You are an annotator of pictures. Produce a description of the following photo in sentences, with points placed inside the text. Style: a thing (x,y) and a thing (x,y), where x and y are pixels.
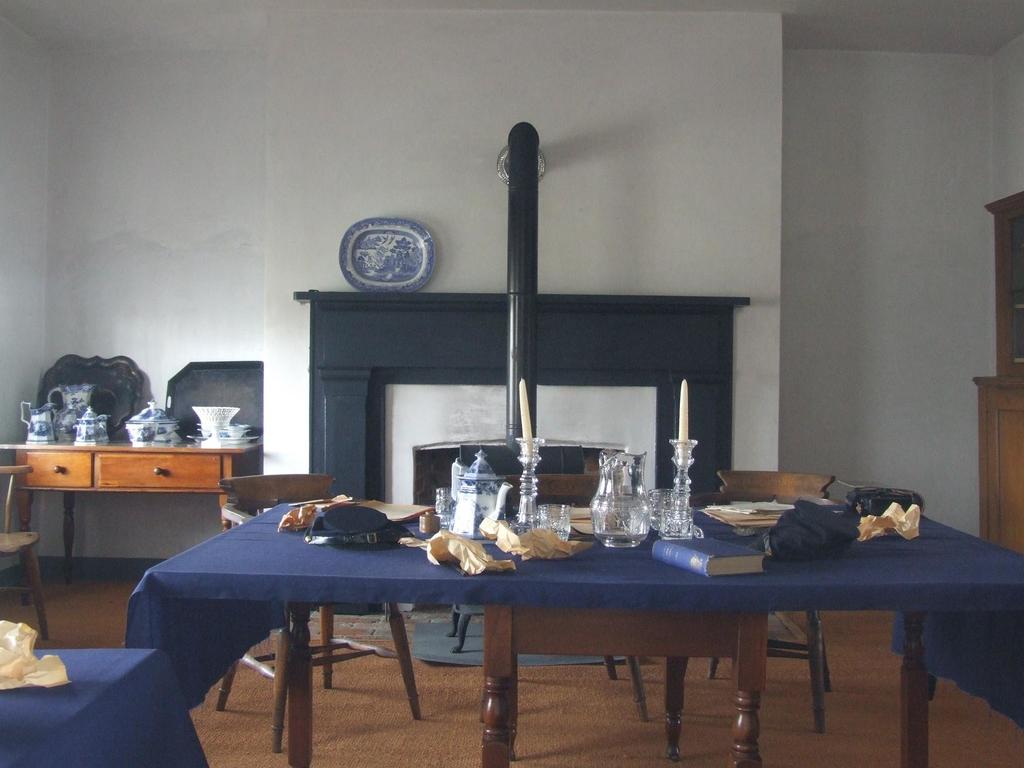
This is an inside view of a room (624,367). In the middle of the room (518,567). There is a table (254,587) which is covered with a blue color cloth (209,625). On the table (274,555) few glass objects (607,500), a book (724,565), clothes (354,532) and some other objects (453,549) are placed. In the bottom left (101,724) there is another table (96,691). On the right side (1007,393) there is a cupboard (1023,334). In the background (109,477), I can see a table (94,462) on which few bowls (236,433) are placed. At the top (530,206) there is a wall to which a pole (532,255) is attached.
